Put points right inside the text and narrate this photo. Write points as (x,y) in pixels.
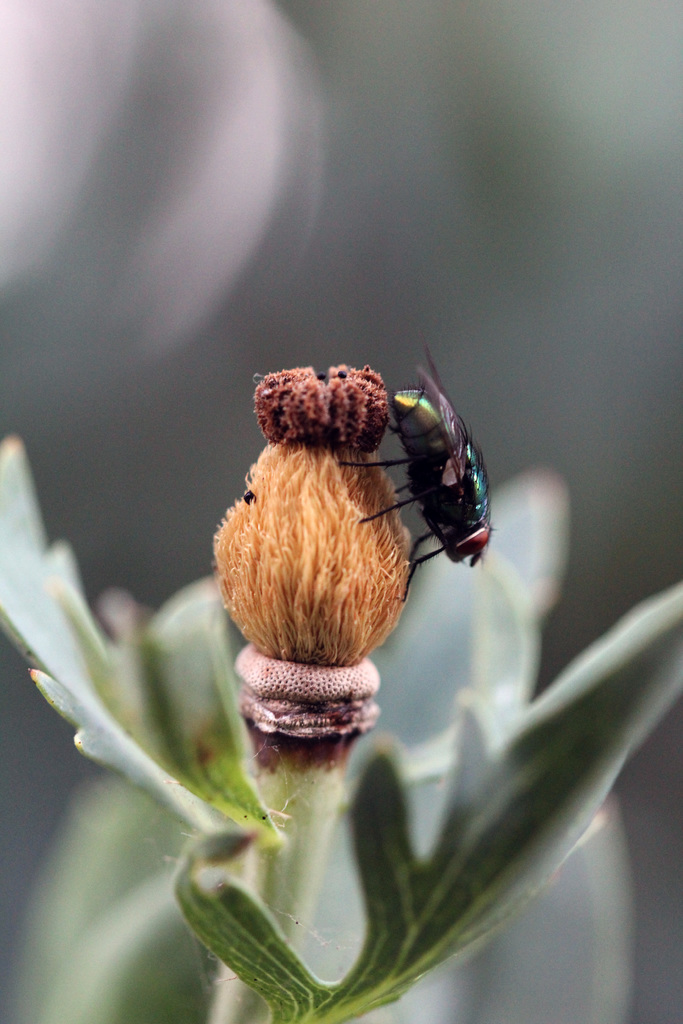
In the picture we can see some plant (374,917) with a leaf (371,763) and a flower bud (285,624) and on it we can see a house fly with wings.
